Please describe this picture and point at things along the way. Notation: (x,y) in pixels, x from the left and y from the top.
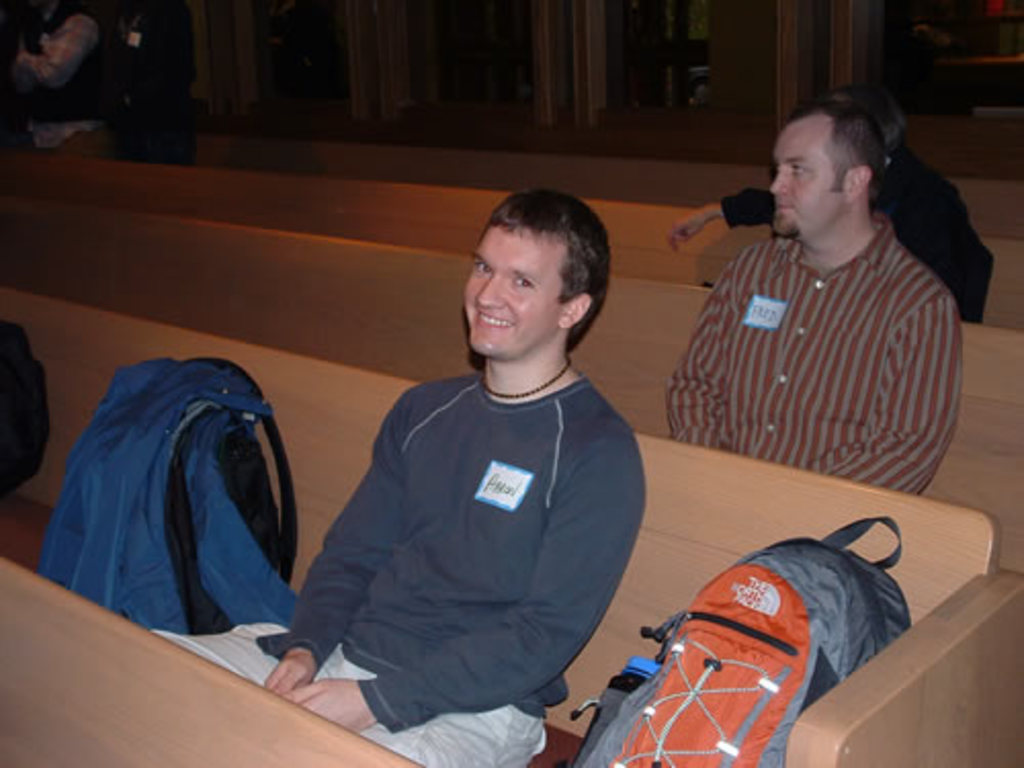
In this image I can see a wooden benches (418,161) and in the first bench (36,487) I can see a person (521,491) sitting beside that person (487,604) I can see luggage bags (742,698) and the person (591,631) is smiling and back side the person (549,330) I can see another person (824,341) sitting on the bench (941,473), in the top left (71,37) I can see two persons (159,52) standing, on the right side (952,253) I can see a person (965,220) wearing a black color t-shirt (963,227).
